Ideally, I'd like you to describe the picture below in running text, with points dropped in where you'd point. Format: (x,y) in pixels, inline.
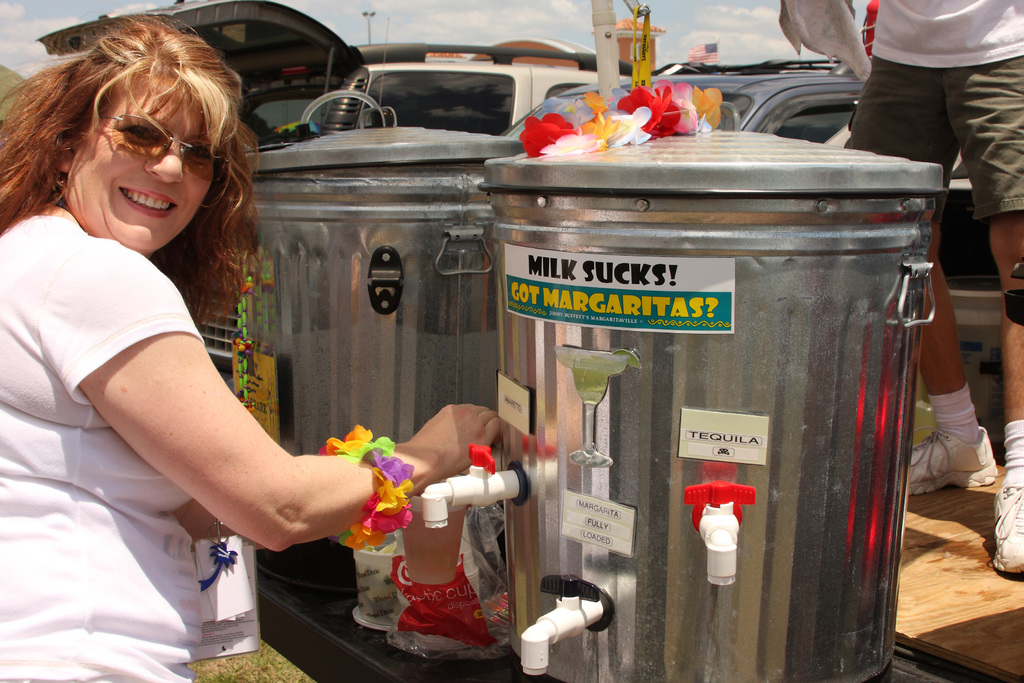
In this picture we can see few people (124,211), in front of them we can find few steel containers (614,333), flowers (629,125) and plastic covers (474,561), on the left side of the image (175,382) we can see a woman (173,326), she wore spectacles (188,170) and she is holding a tap (433,490), in the background (404,92) we can see a car (487,52), a flag (699,61) and clouds (700,35).
